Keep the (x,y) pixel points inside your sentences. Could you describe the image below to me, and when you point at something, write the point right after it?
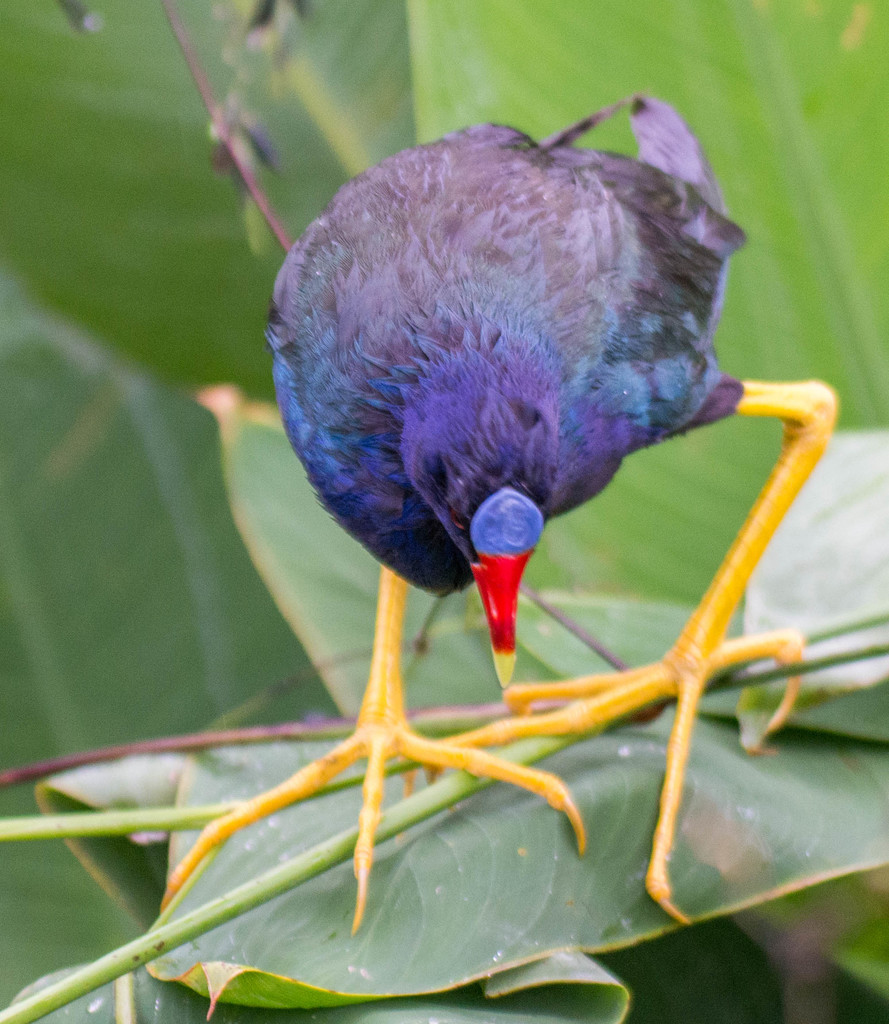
In this picture we can see a purple color bird (639,132) with a red beak (480,573) standing on the green leaves (520,915).
